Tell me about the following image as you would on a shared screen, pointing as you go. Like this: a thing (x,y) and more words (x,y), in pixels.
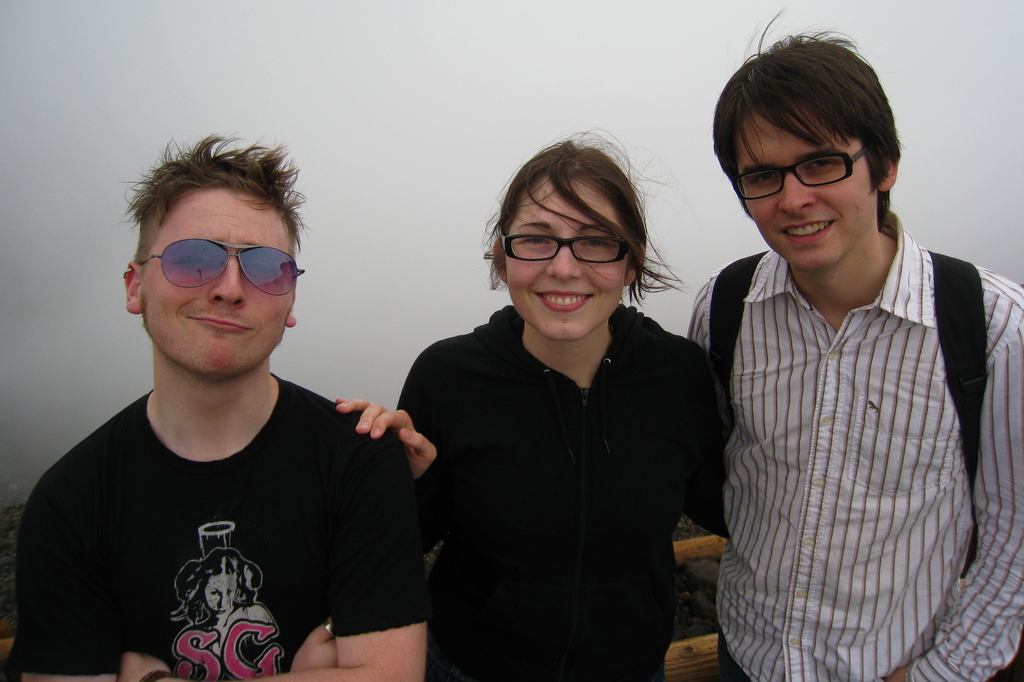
Here in this picture we can see three people (550,346) standing over a place (712,632) and the person (742,613) on the right side (829,377) is wearing bag (724,373) and we can see spectacles (809,167) on him and the woman (682,387) in the middle (505,246) is also having spectacles (580,251) on her and the person (200,334) on the left side (215,433) is having goggles (270,284) on him and we can see all of them are smiling.
